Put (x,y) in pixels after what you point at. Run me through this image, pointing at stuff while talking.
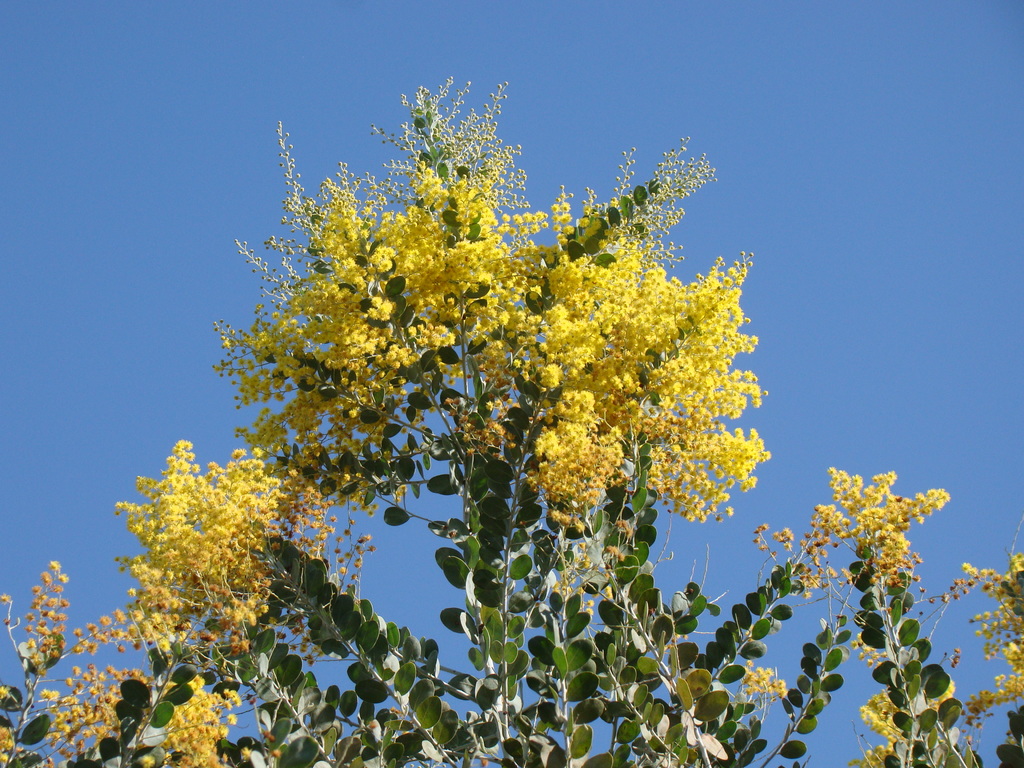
In this image there is a tree (599,669) truncated, there are flowers (635,336) on the tree (172,703), there is the sky (172,266).
